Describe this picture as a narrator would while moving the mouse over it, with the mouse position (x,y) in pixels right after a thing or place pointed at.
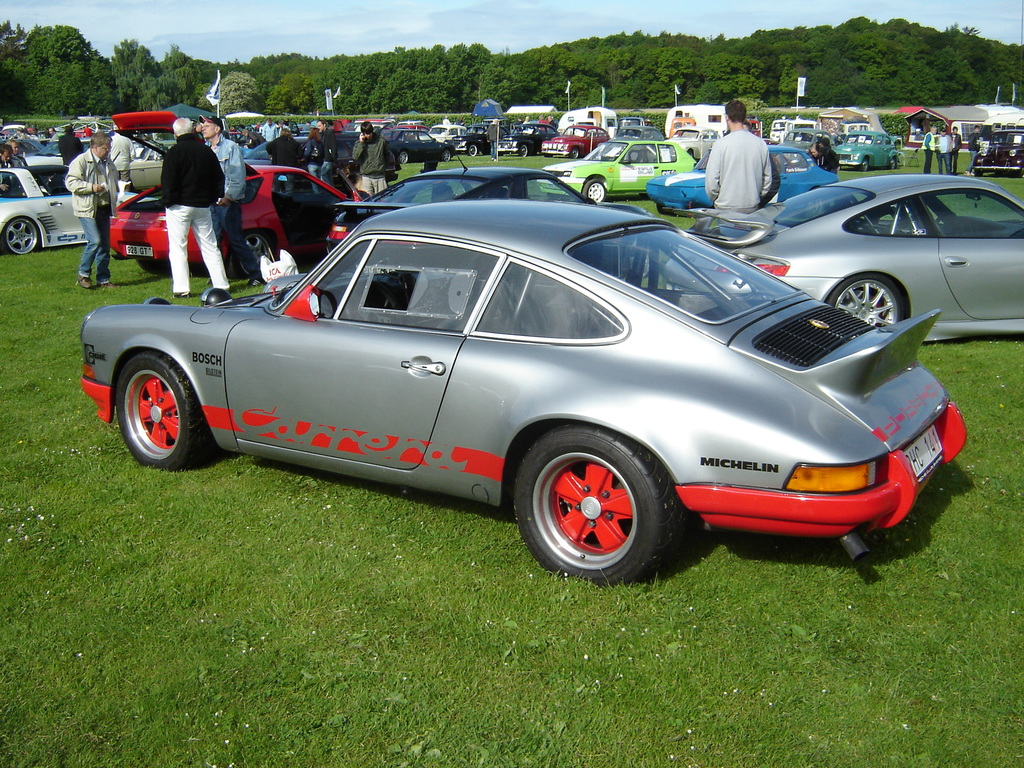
In this picture I can see many cars (222,311) on the ground (954,462), beside that I can see many persons (267,141) who are standing. In the back (920,130) I can see the vans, tents (908,126), flags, poles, umbrella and other objects (920,130). In the background (427,91) I can see many trees (364,91), plants (332,118) and grass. At the top (364,14) I can see the sky (287,33) and clouds (347,12).
